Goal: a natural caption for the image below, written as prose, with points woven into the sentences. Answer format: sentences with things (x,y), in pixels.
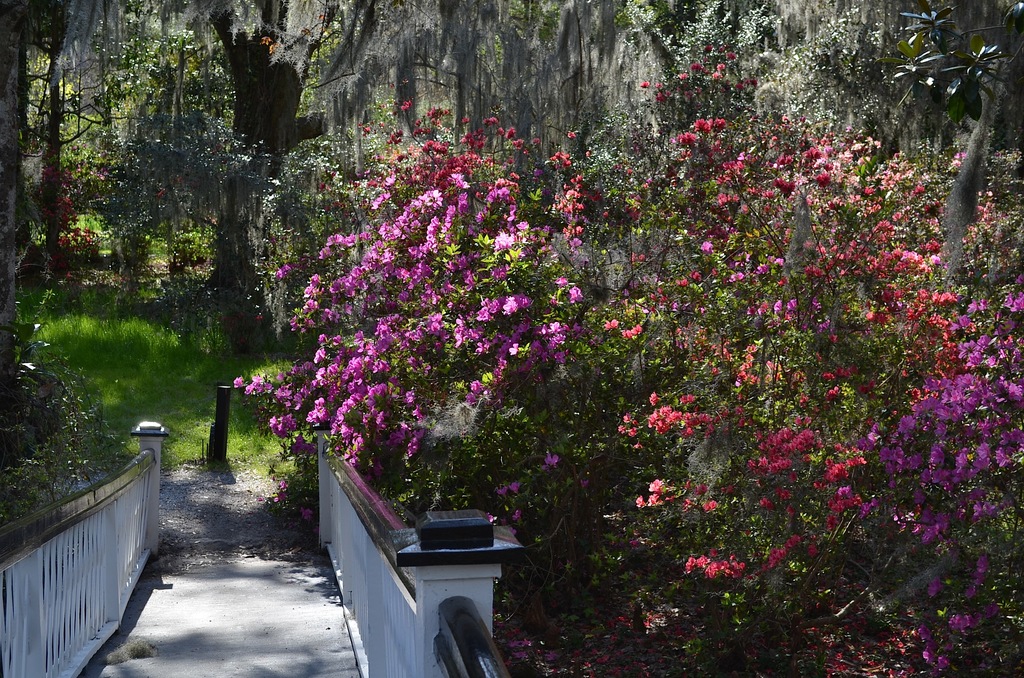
In the image we can see footpath (239,603), fence (74,570), grass (110,409) and trees (259,168). We can even see there are flowers (509,310), pink and red in color.
